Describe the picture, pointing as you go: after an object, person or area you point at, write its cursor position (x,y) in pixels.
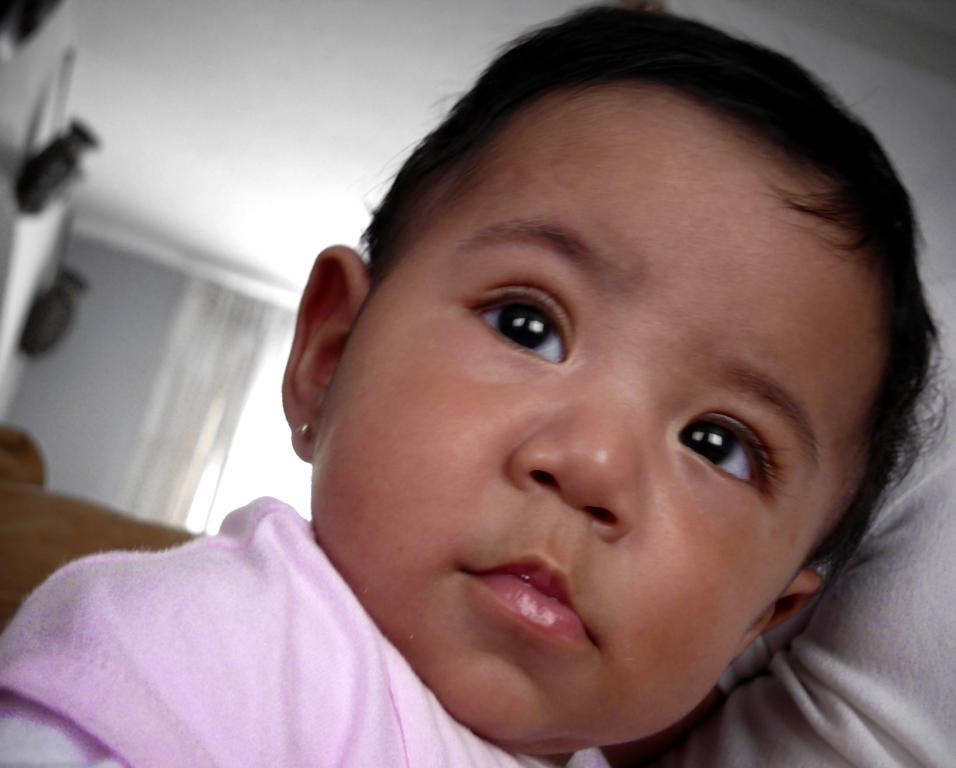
In this image I can see a baby (466,533) wearing pink colored dress (258,633) and to the right bottom of the image (827,667) I can see another person (863,653) wearing white colored dress (880,663). In the background (301,93) I can see the white colored ceiling (255,141) and the white colored curtain (208,403) and few objects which are black in color.
